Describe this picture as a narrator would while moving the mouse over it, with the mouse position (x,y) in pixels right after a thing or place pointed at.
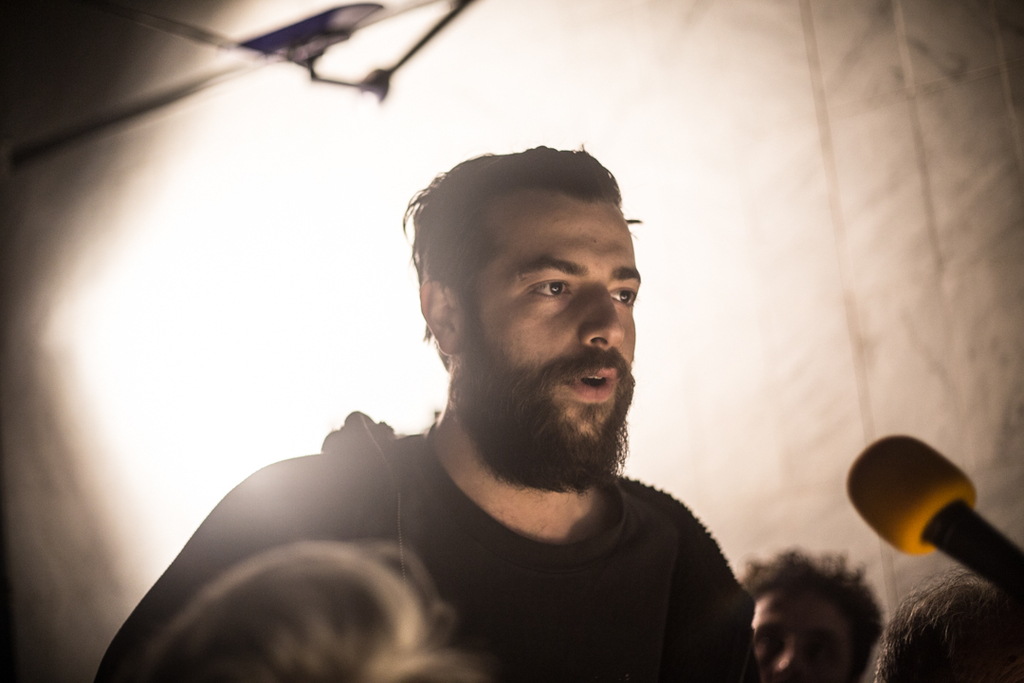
In this image we can see a person (602,499). On the right side (962,496) there is a mic (968,518). Also there are few other people (794,612). In the background (316,267) there is light (222,308).
